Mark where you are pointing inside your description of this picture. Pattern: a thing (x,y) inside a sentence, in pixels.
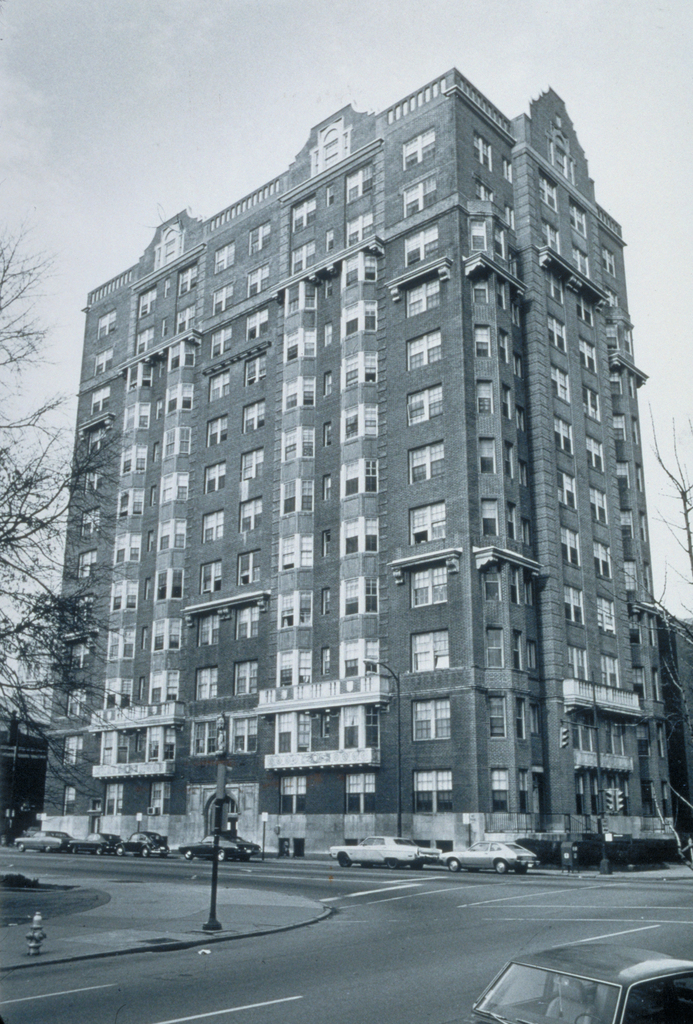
In this image there is a huge building (247,799). In front of the building (213,795) there are few vehicles (236,848) are moving on the road (570,895) and there are few poles (14,743). On the left (51,746) and right side of the image (676,685) there is a tree (26,495). In the background (239,106) there is the sky (219,113).
